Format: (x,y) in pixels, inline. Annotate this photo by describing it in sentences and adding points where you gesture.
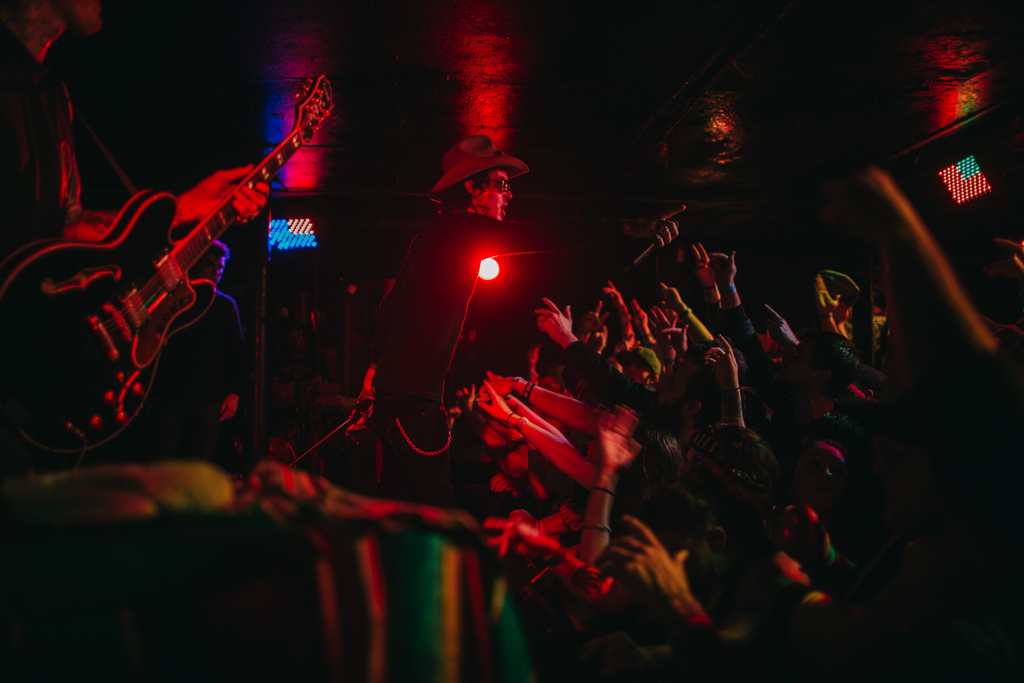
This picture is clicked in a musical concert. On the left top of the picture (50,202), we see man (94,220) holding guitar (168,314) and playing it and in front of them, we see many people (631,531) enjoying the music.
